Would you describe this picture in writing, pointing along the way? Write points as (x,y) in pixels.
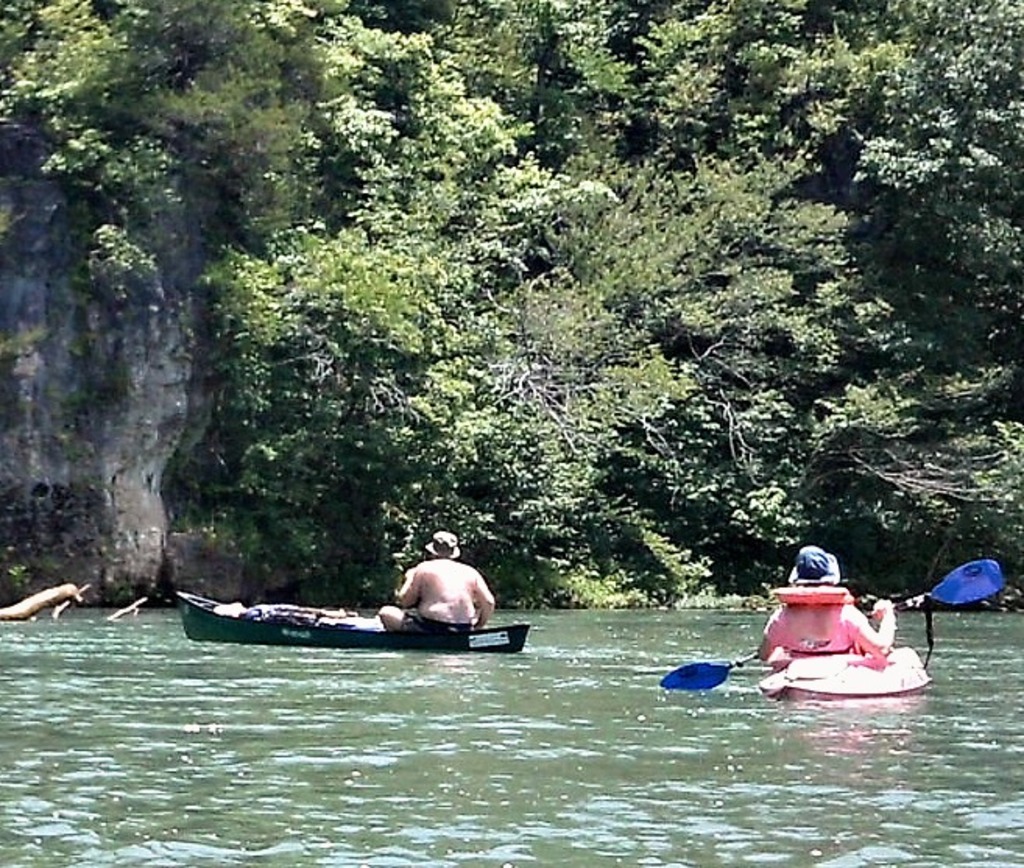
This image is taken outdoors. At the bottom of the image (185,757) there is a river (468,740) with water (640,752) and a man (434,571) and woman (811,653) are sailing on the boats (390,636). In the background (534,301) there is a hill (167,554) and there are many trees (814,368) and plants (463,84).
